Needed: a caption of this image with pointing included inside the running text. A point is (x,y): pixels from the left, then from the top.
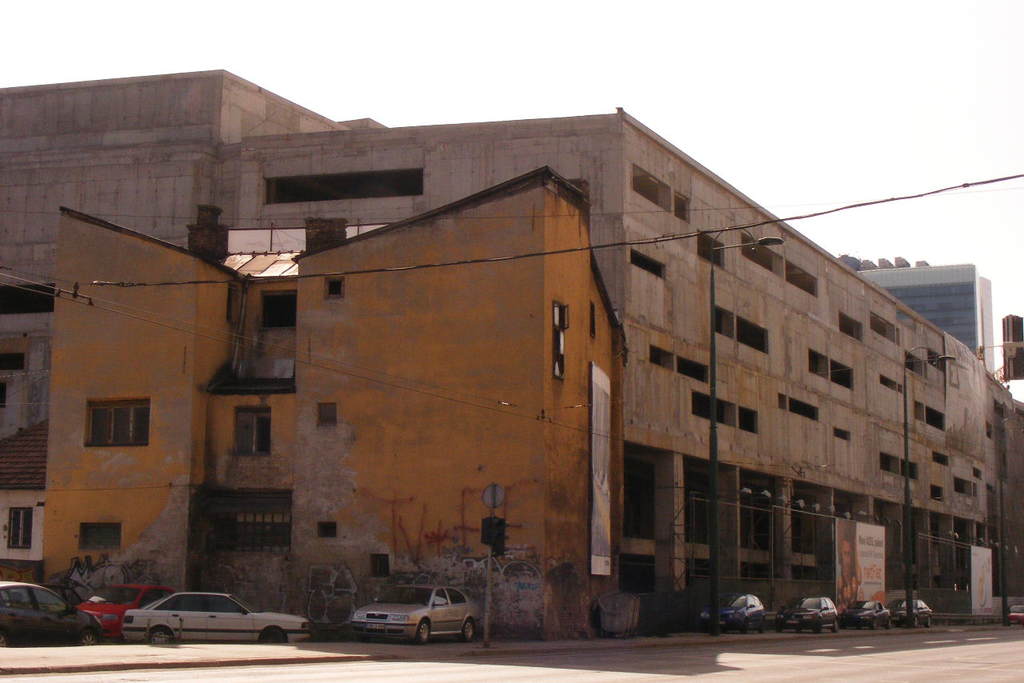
In the center of the image (630,255) there are buildings (439,547). There are windows (244,443). At the bottom of the image (609,654) there is road (113,682). There are cars (783,608). There are street lights (712,589). At the top of the image (623,56) there is sky (511,60).
